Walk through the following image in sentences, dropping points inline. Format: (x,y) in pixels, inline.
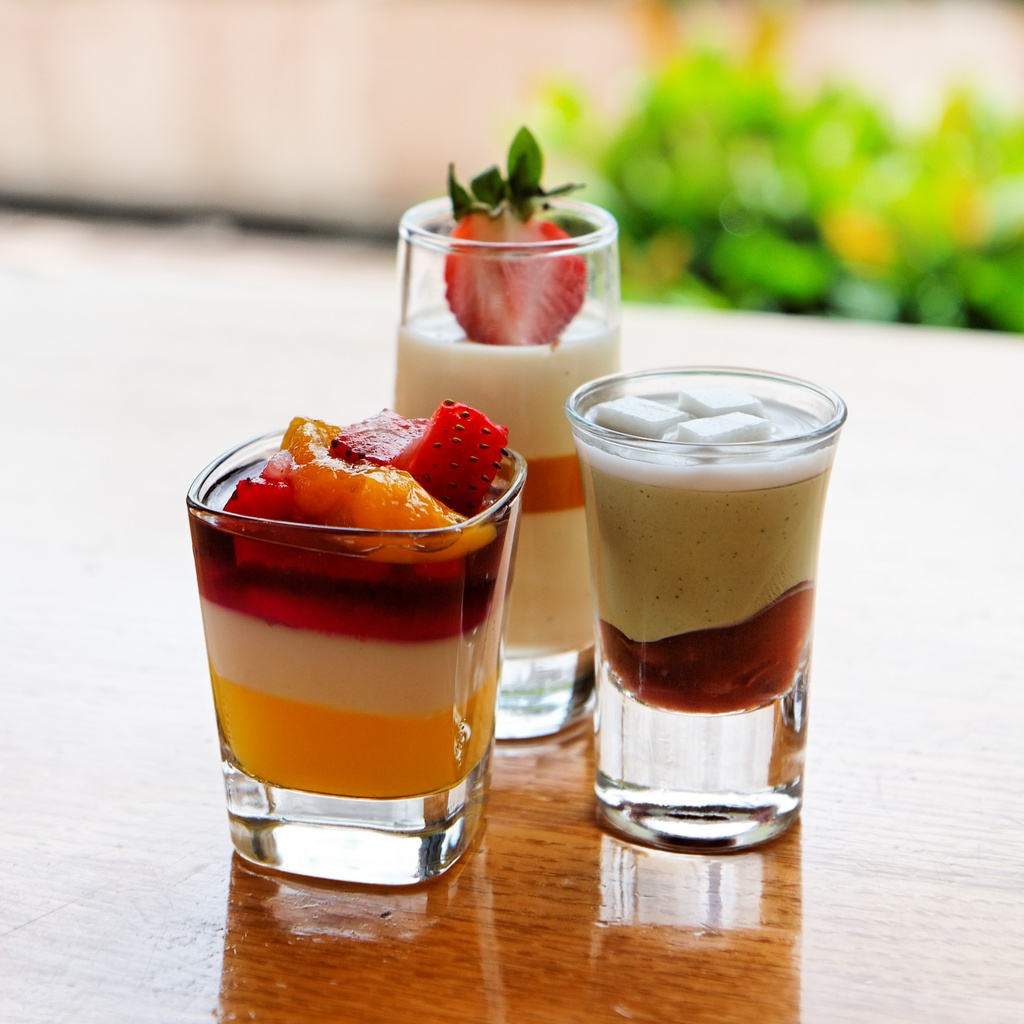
In this image we can see three glasses (704,600) with liquids (706,586) and fruits (433,514) and these glasses (424,590) are placed on the wooden surface (438,893). The background (860,174) is blurred with the plants (822,160).
